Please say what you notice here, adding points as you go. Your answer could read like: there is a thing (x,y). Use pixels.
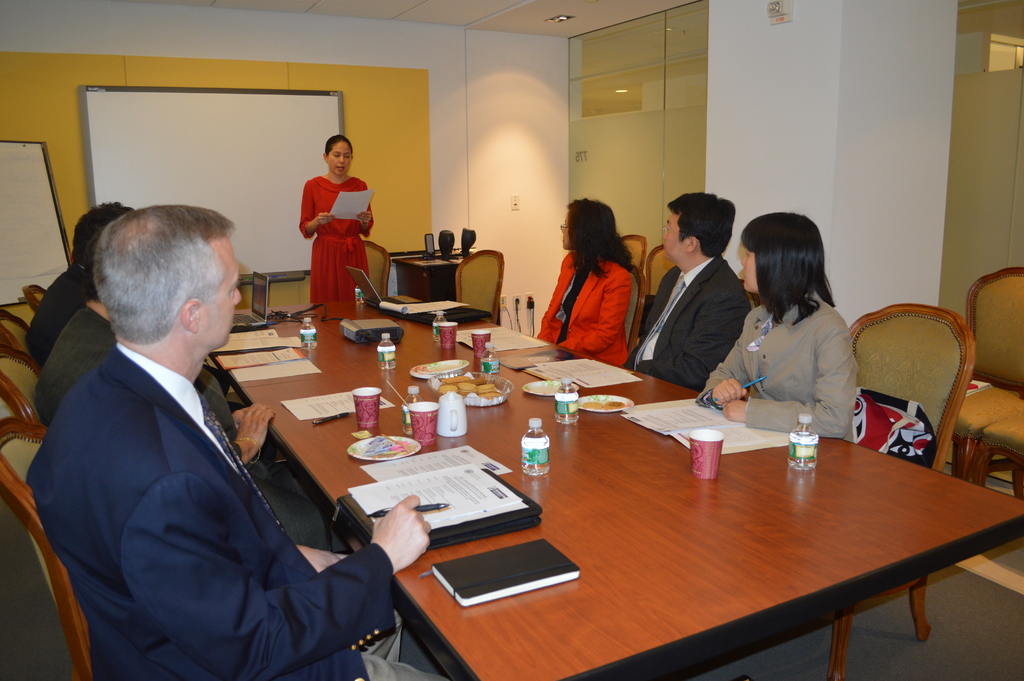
This image is clicked in conference room (527,381). On the right (764,317) there are three people (710,294) sitting on the chair (884,384). In the middle (354,234) there is a woman (331,269) she is speaking something. On the left (153,393) there are three people (149,386). In the background (232,132) there is white board (217,153), table (432,261) and chairs (472,269).
